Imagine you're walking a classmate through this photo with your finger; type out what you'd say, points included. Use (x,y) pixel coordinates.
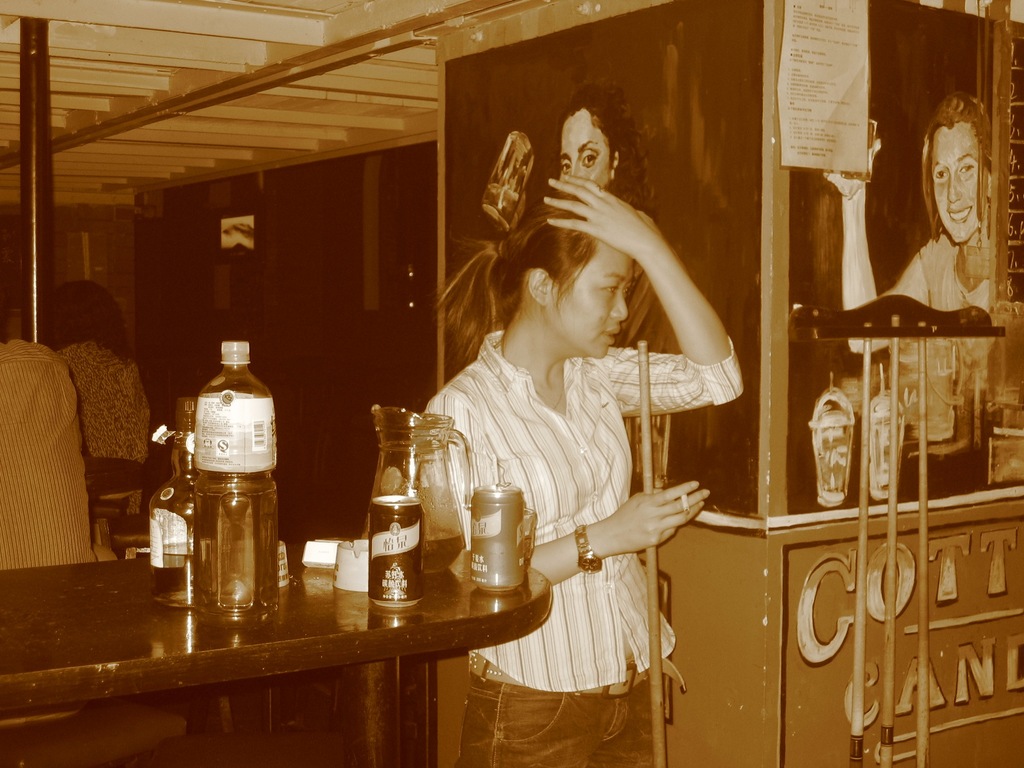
This picture shows a woman (614,337) standing and holding a stick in her hand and we see few Bottles (241,499) and cans (474,558) on the table (374,723) and we see few posters (800,193) on the wall (774,406).
